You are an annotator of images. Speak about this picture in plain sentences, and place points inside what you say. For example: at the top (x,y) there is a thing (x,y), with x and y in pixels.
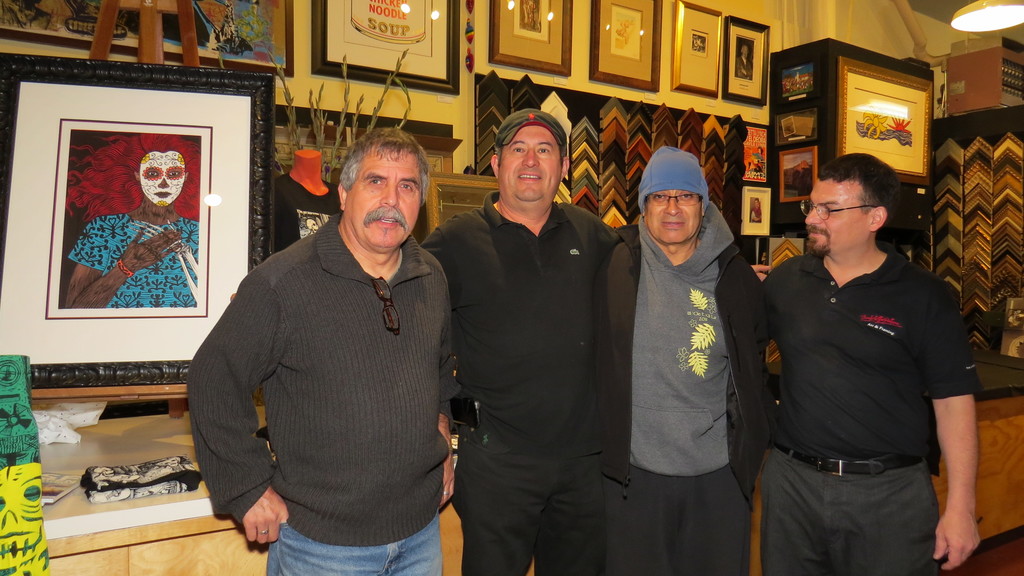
In the foreground of this image (394,314), there are four men (540,358) standing, and in the background (247,553), few object (128,488) on the desk (138,454), frames (878,115), plants (329,155), mannequin (315,169), wall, and few objects (777,105) are attached to the wall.
